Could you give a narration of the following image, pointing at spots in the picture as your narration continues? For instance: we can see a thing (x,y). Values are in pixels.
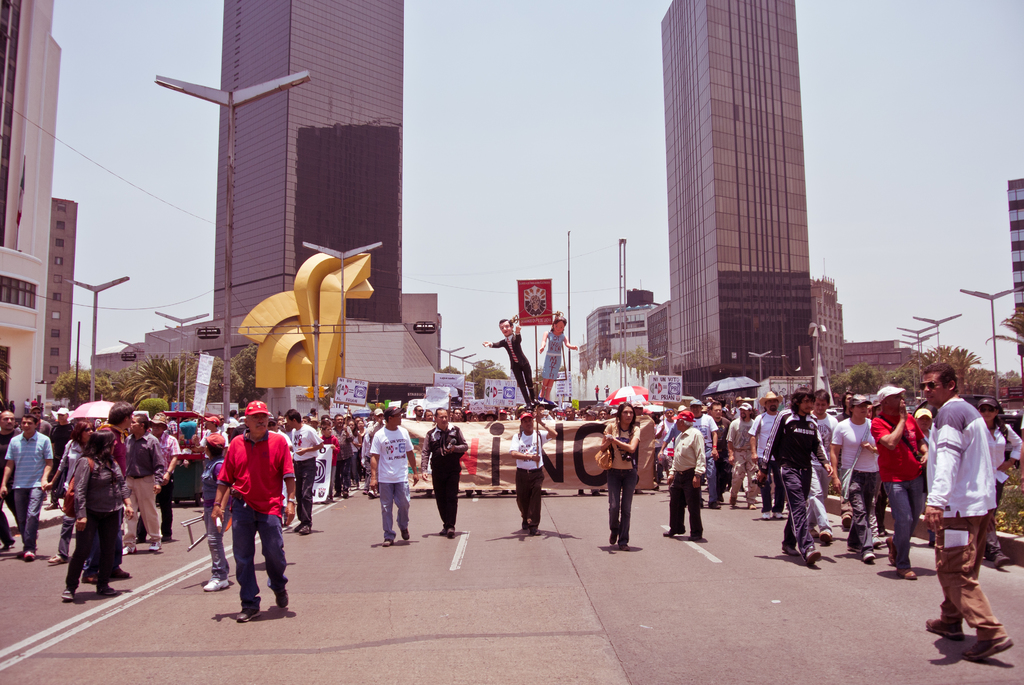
In this image, we can see persons (731,474) wearing clothes (149,511). There is a banner (578,460) and some buildings (395,331) in the middle of the image (675,283). There are street poles (181,322) on the left (339,257) and on the right side of the image (995,334). There is a road (457,601) in between trees (158,382). In the background (883,89), we can see the sky (510,107).
